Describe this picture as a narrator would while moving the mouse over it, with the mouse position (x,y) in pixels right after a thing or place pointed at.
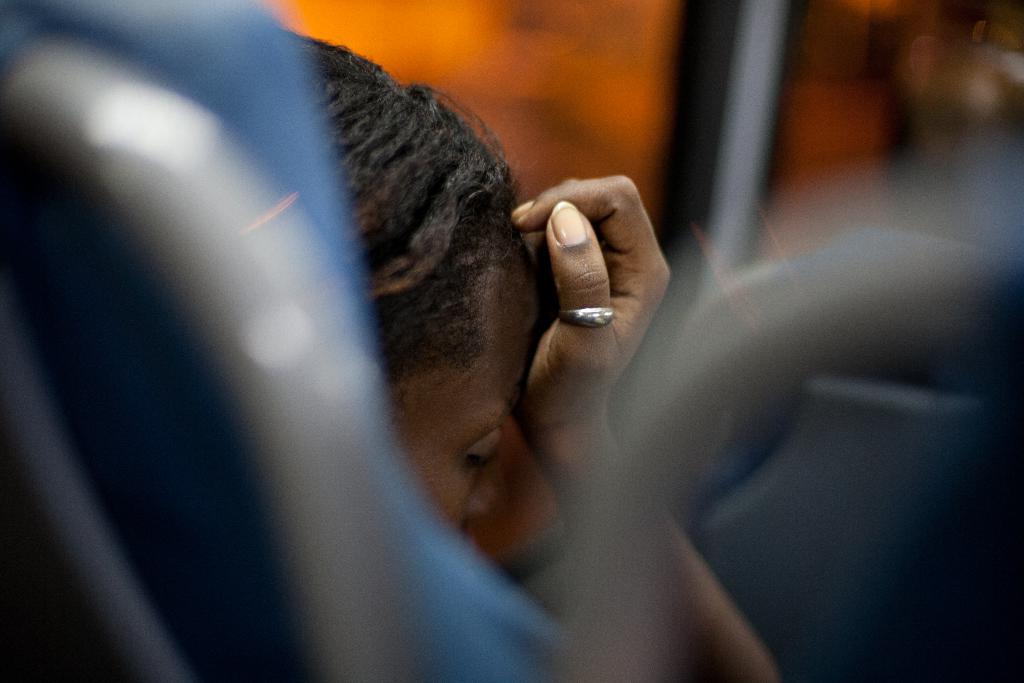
In the picture we can see a person (704,591) sitting and keeping a hand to the head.
